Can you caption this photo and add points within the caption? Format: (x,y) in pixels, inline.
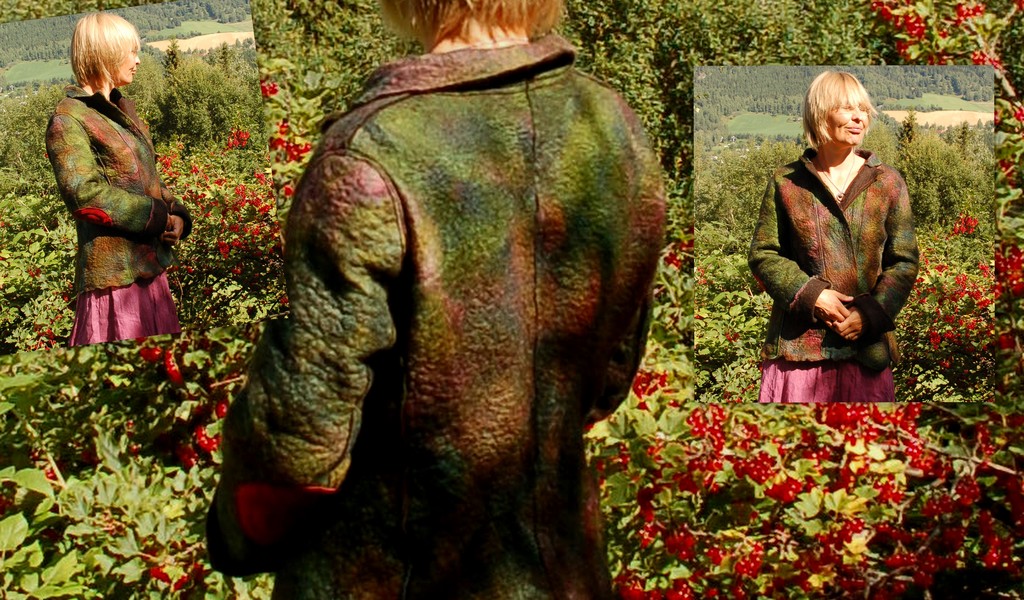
This is edited picture, in these pictures we can see same woman (110,139). We can see plants (727,440), fruits (721,447) and trees (186,86).
